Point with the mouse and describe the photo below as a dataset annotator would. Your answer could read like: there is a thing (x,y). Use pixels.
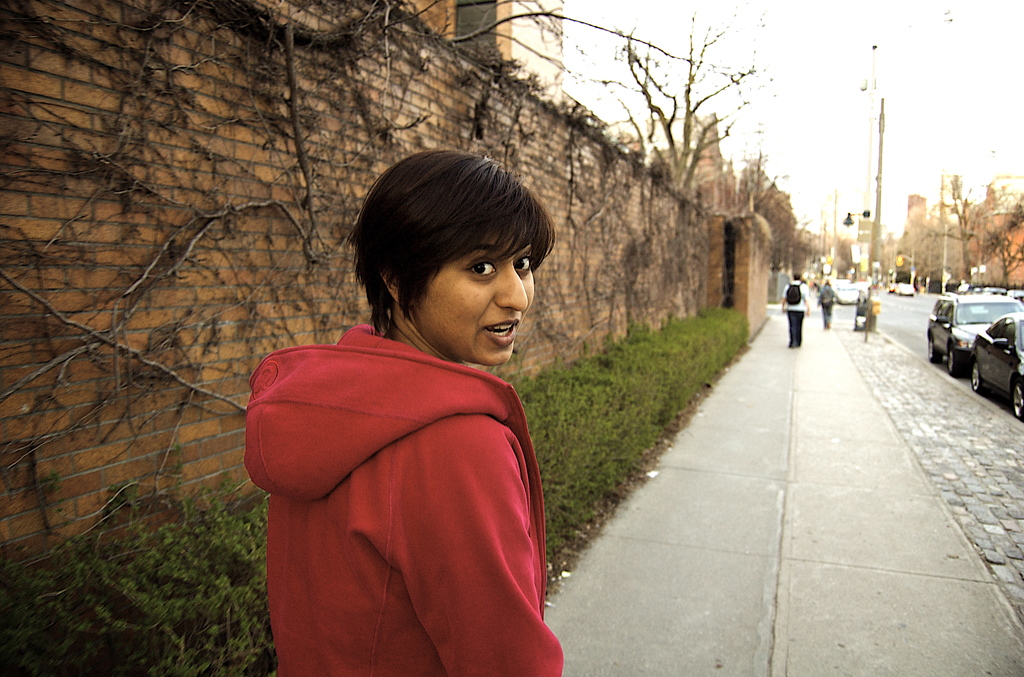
In this image we can see a few people (518,472), there is a wall (526,181), buildings (545,49), plants (607,352), trees (901,248), there are vehicles (987,344) on the road (923,346), light poles (872,258), also we can see the sky (801,65).
